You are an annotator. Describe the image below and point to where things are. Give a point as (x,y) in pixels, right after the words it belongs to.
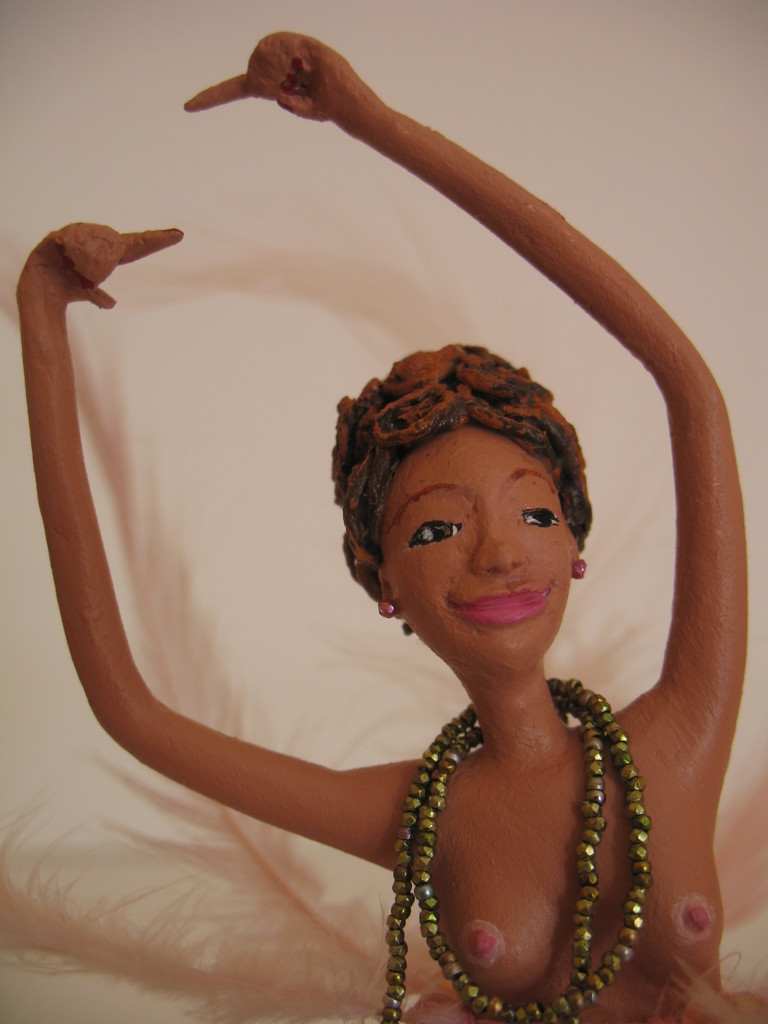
In this image I can see the person statue (469,481) in brown color. Background (629,629) is in cream color.
